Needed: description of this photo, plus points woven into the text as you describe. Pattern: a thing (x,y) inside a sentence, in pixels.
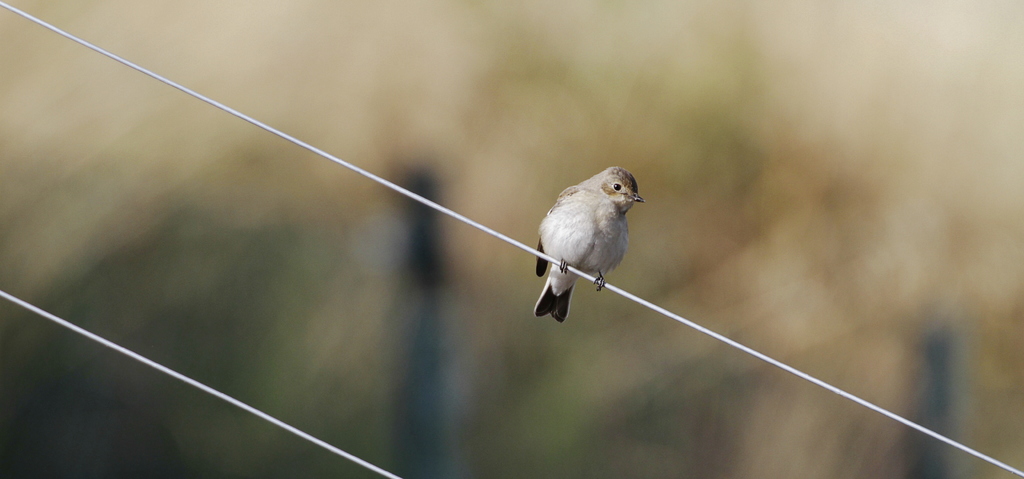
In this image we can see a bird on the wire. The background of the image (436,19) is blurred.
